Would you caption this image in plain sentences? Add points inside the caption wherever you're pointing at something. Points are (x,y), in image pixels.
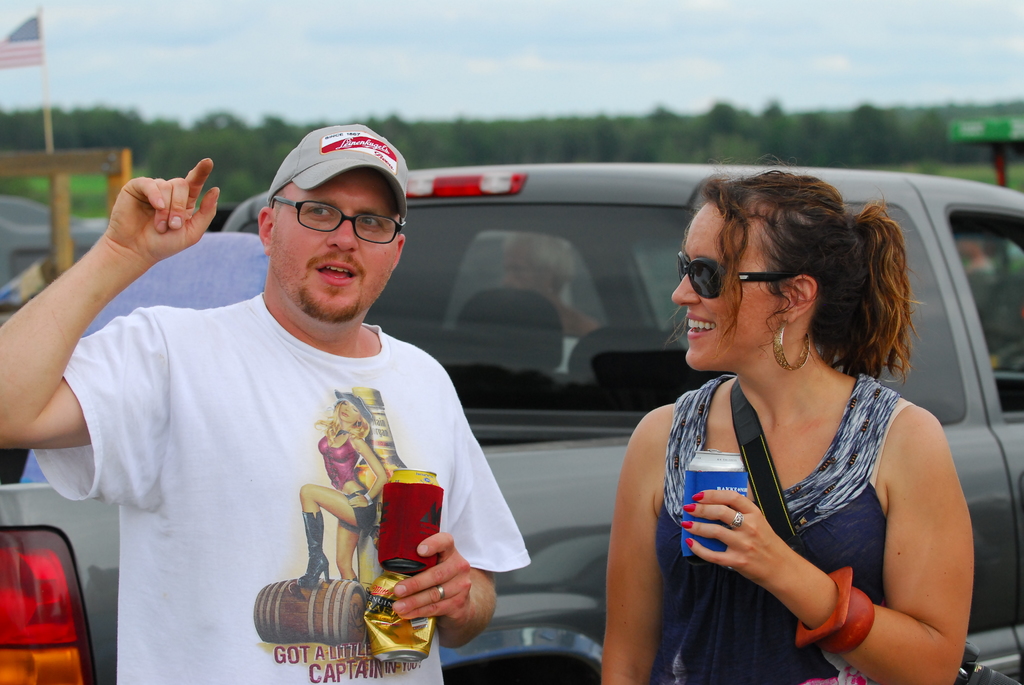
On the left side (245,461), there is a person (293,316) in white color t-shirt (261,432), holding two tins (408,629) with one hand (436,576), speaking and standing. On the right side (890,607), there is a woman (910,503) holding a blue color tin (730,475), smiling and standing. In the background (512,379), there is a vehicle (570,180), there is a flag (21,58), there are trees (93,123) and there are clouds (426,78) in the sky (60,44).
